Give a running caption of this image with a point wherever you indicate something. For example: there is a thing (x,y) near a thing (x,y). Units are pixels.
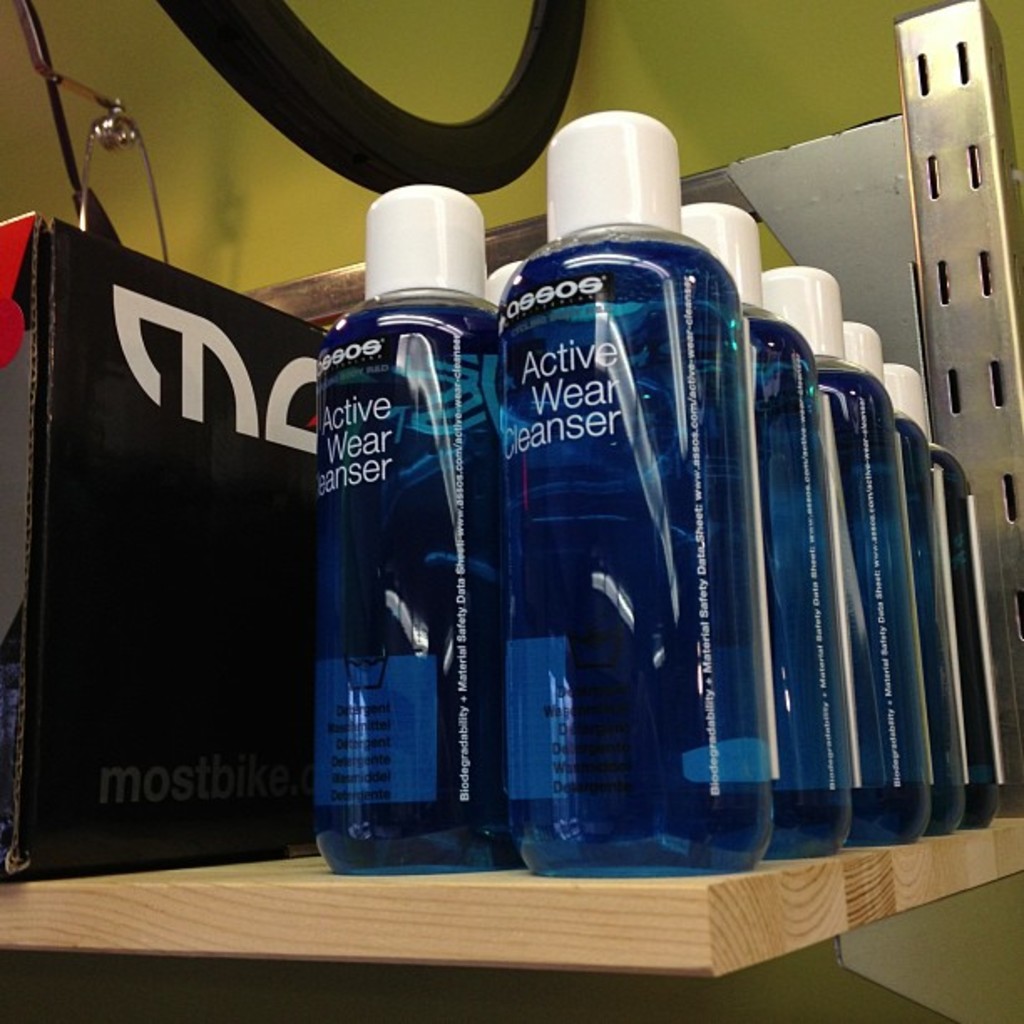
Two rows of cleanser bottles (564,239) are placed on a shelf (477,921).
